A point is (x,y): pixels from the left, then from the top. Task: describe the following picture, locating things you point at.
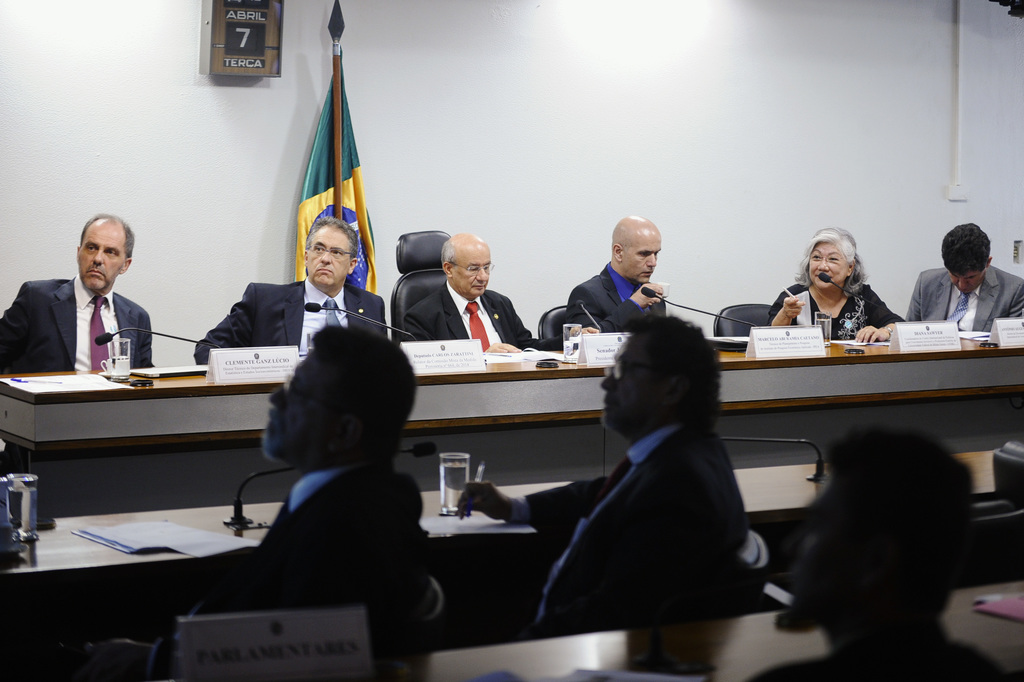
In this picture I can see group of people (911,519) sitting on the chairs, there are nameplates (260,355), mike's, papers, glasses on the tables (582,388), there is a flag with a pole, and in the background (228,7) there is an object (217,13) attached to the wall (300,41).
